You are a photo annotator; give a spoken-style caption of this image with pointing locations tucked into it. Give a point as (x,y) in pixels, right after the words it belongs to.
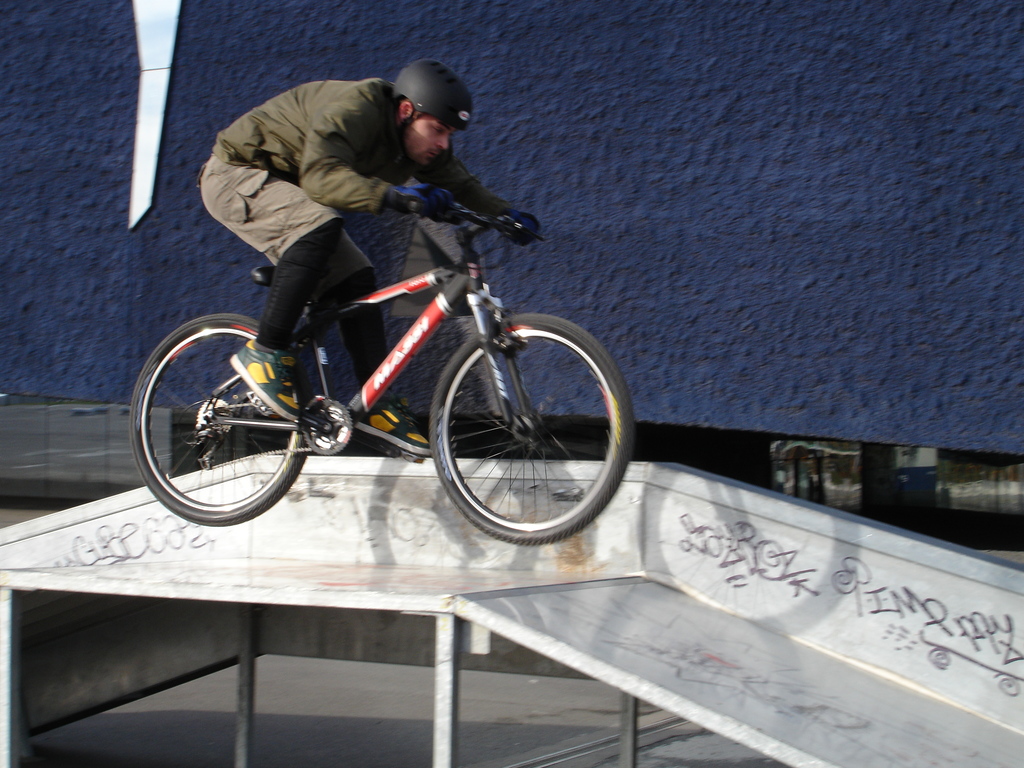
In the image we can see there is a person (334,235) wearing jacket (343,133) and helmet (397,90) sitting on a bicycle (212,450). Behind there is a building (717,185).
